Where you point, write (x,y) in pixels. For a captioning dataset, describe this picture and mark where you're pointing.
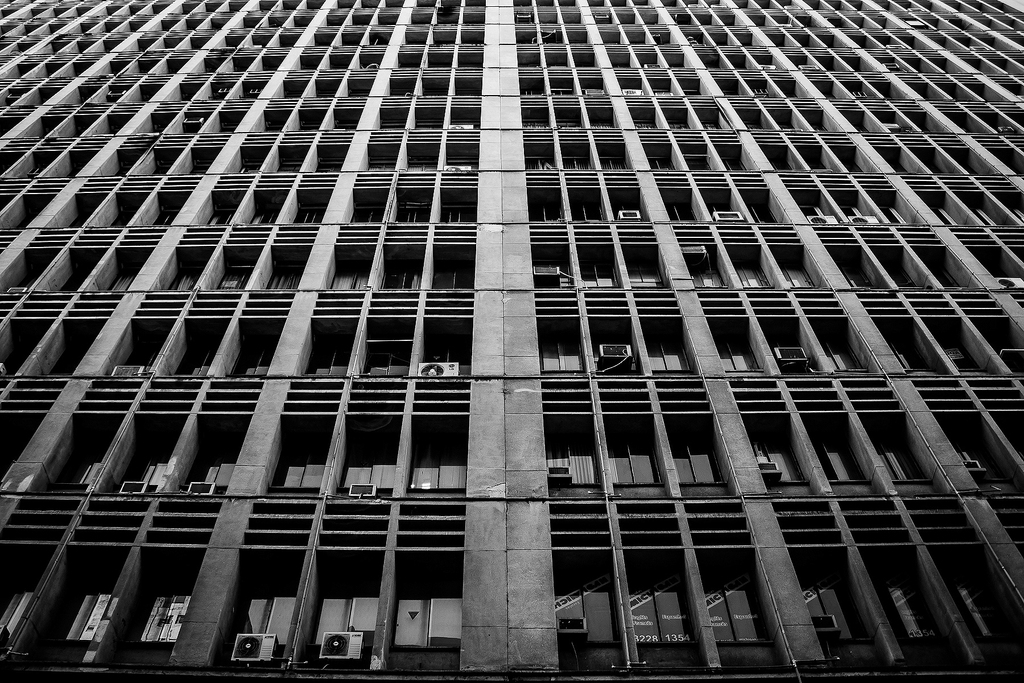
In this image I can see a building (360,282) along with the windows (274,476) and some air conditioners (441,370).
